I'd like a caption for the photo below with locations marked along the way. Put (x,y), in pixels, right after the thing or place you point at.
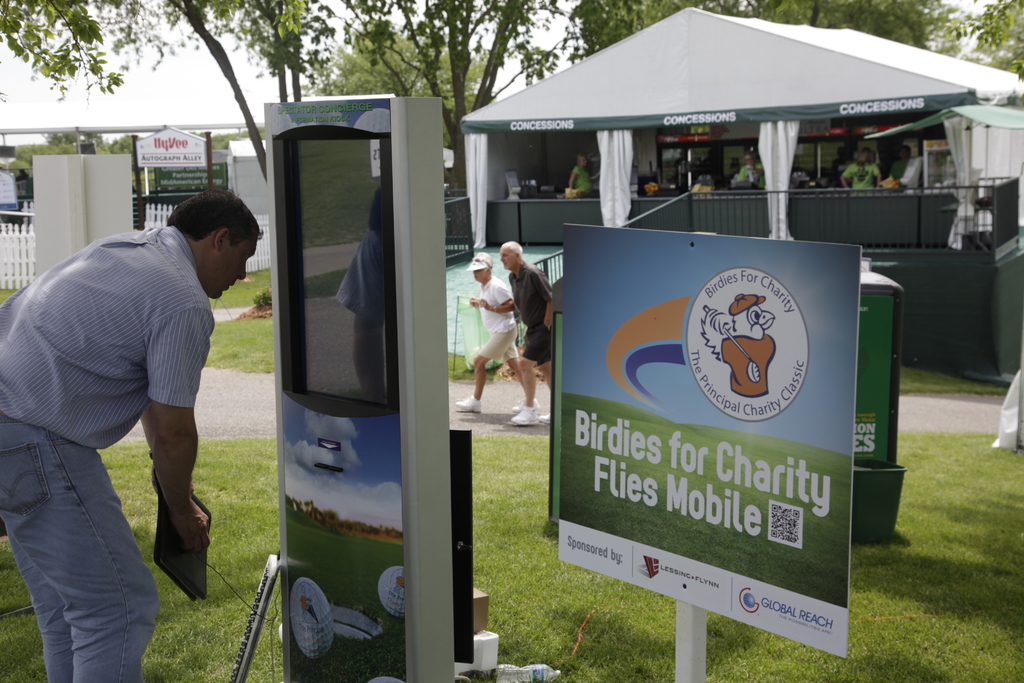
In this picture we can observe a board (681,474) fixed to the white color pole (706,669). There is a man (64,372) standing in front of this machine (351,365). In the background (523,300) we can observe two persons (495,345) walking on this road (207,384). There is some grass (516,488) on the ground (216,507). In the background (609,95) there is a stall (669,178) and white color curtains (622,172). We can observe some trees (594,23). There is a sky (151,91) in the background (142,103).
